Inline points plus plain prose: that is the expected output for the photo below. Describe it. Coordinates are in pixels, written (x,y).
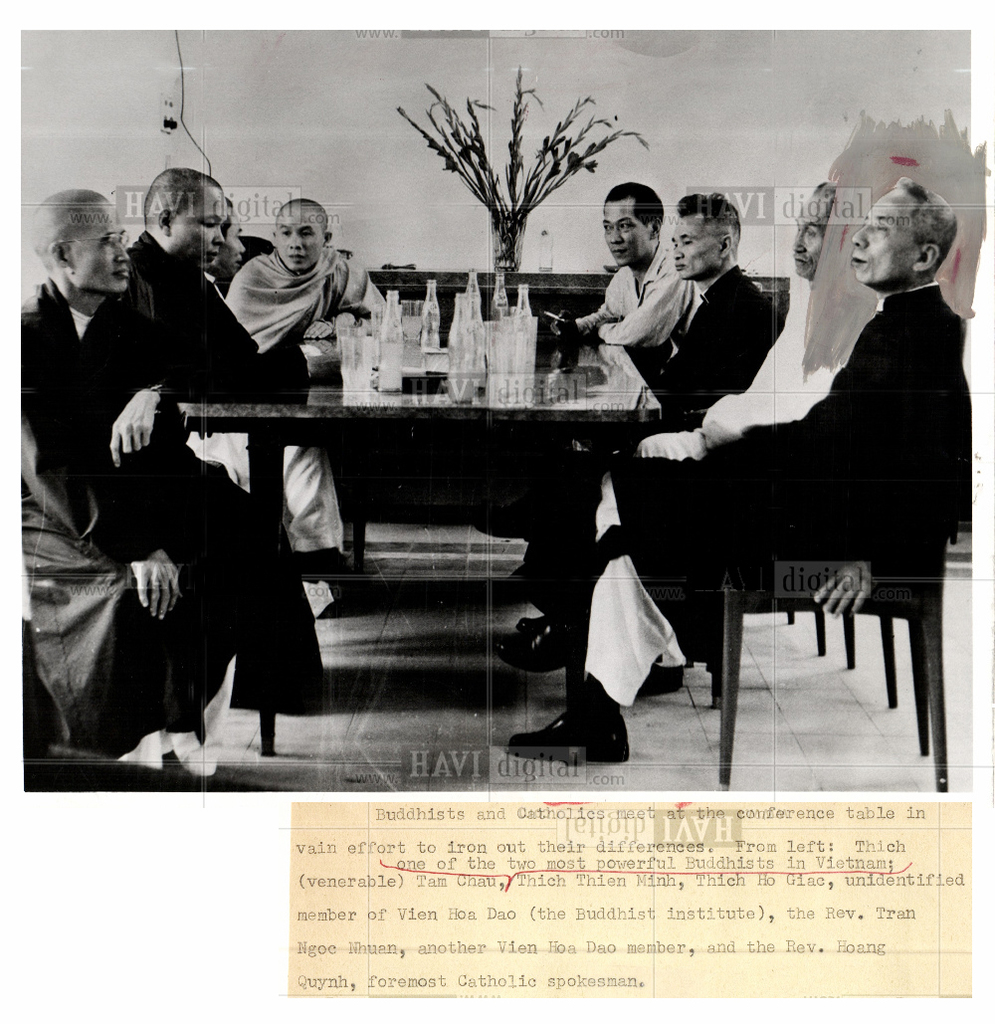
In the photo people (197,361) are sitting on chairs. In the middle (356,565) there is a table (551,367) on the table (513,417) there are bottles (387,296). The photo is a black and white image. In the background (502,243) there is a pot (519,249). In the bottom (405,858) there are texts (416,909).
